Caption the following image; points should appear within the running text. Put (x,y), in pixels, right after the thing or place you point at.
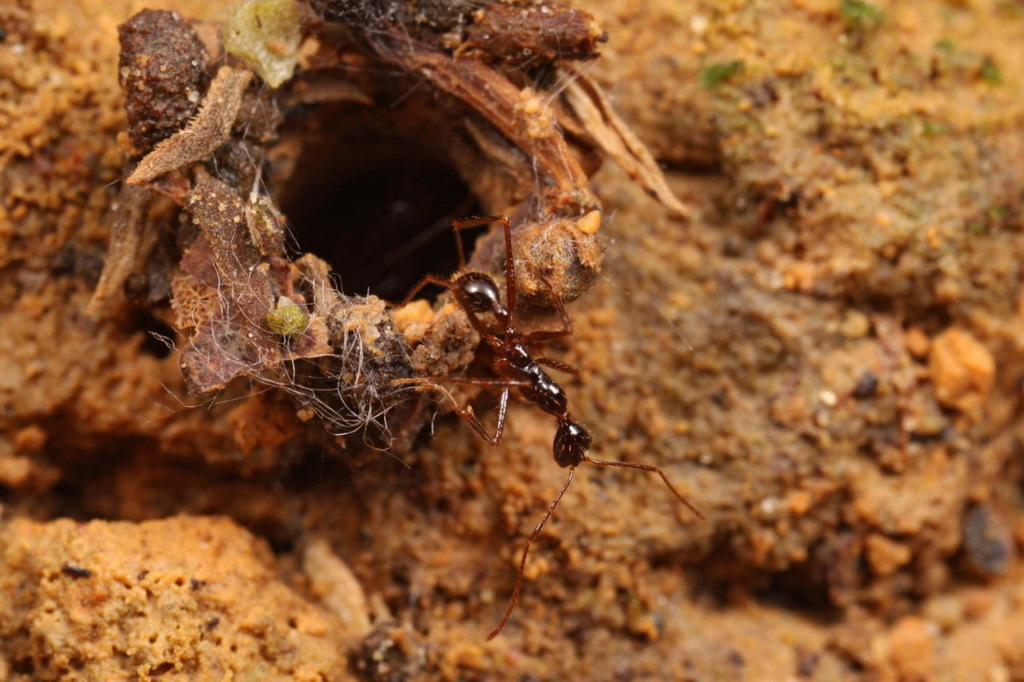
In this image there is ant (470,286) coming out from the ant colony (293,231). In the background (318,538) there is a soil land (711,563).
